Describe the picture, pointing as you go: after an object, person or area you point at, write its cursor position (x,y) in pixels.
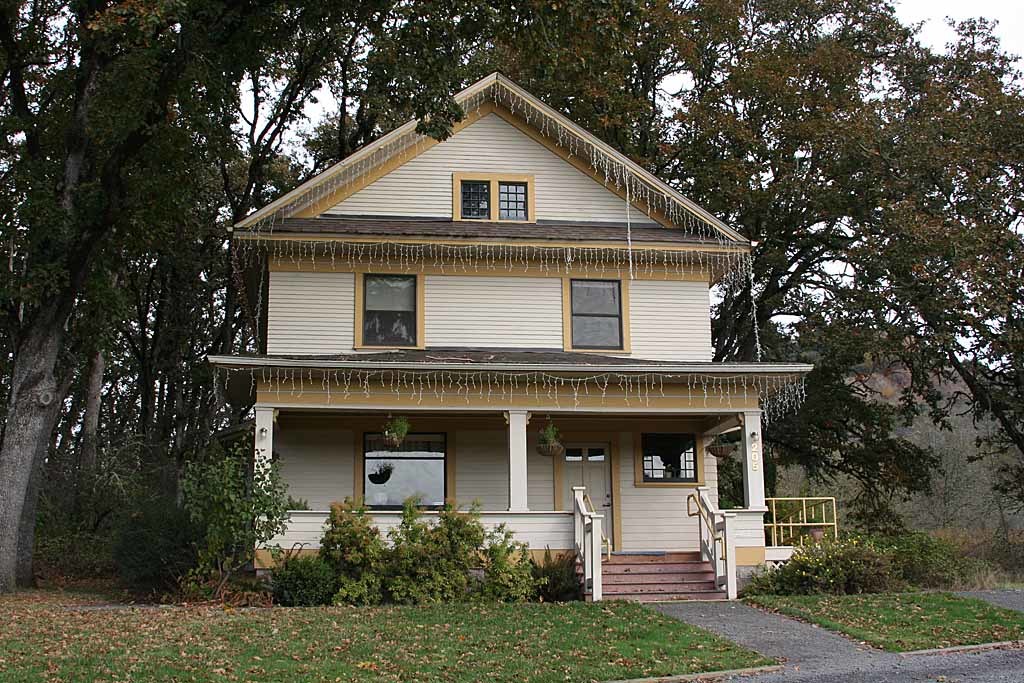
In this image there is a building (529,327). In the background (408,113) there are trees (816,193), plants (216,551). This is the staircase (667,574). This is the path (736,621). On the ground (150,632) there are grasses (175,632) and dried leaves (97,619).
